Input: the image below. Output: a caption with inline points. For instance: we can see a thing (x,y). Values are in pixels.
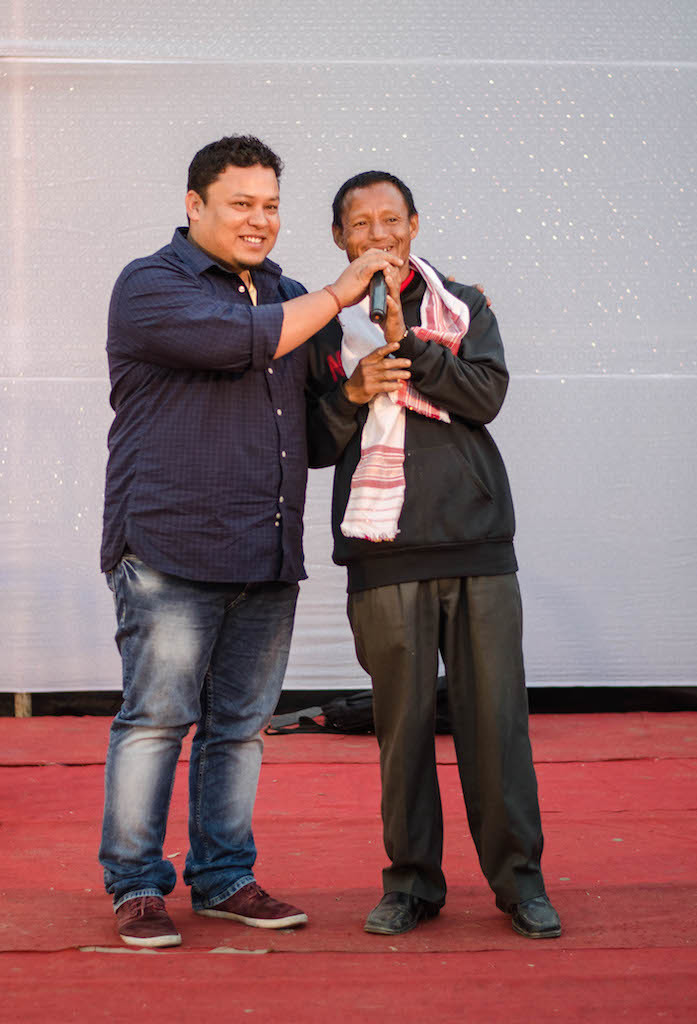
In this image there are two people (254,740) standing on stage (202,986) in which one of them is holding microphone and letting the other one speaking in it.
